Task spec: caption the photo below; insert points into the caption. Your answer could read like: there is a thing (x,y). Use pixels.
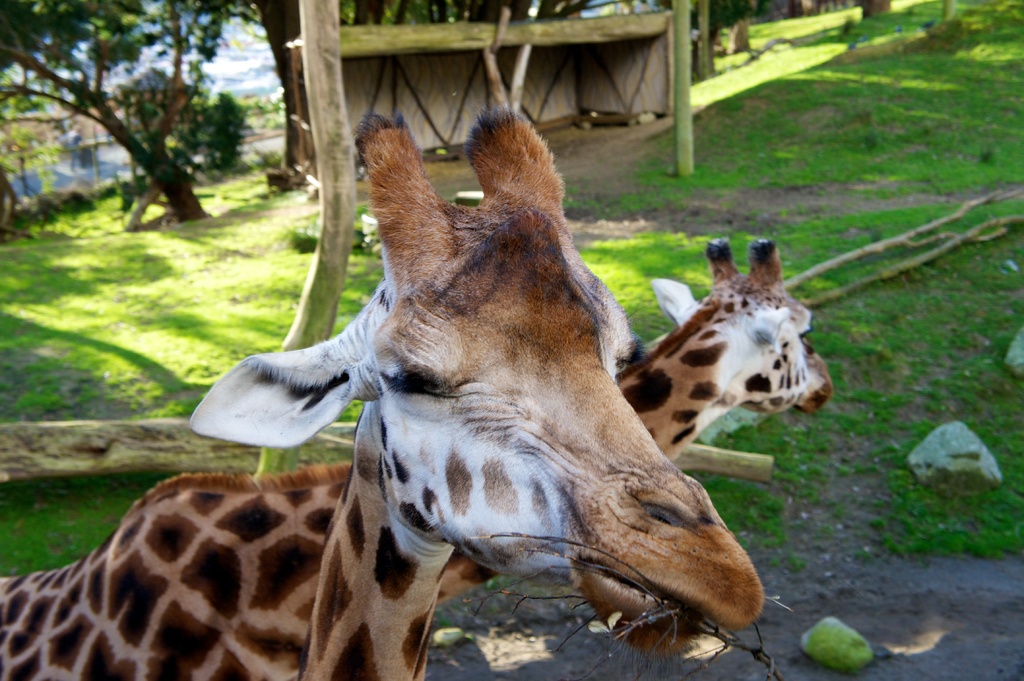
In this picture there are two giraffes (646,462) and there is a greenery ground (863,215) beside it and there are few trees (207,13) and some other objects (652,21) in the background (484,23).
